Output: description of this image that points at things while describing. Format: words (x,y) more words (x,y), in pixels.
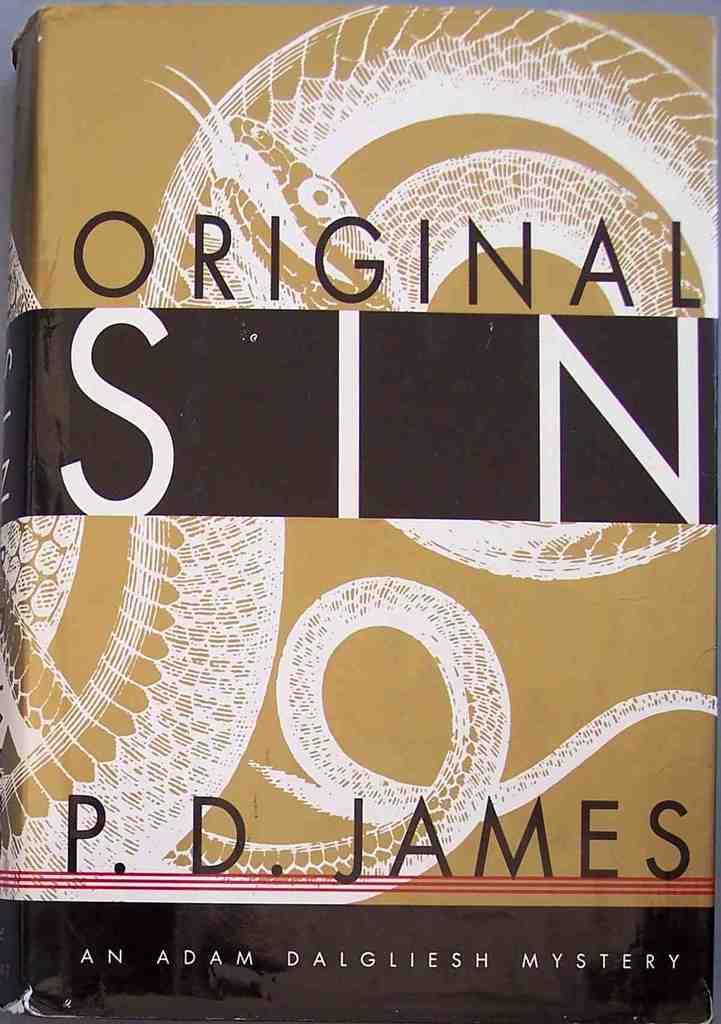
In this picture we can see a book (332,452) and on the book (259,612) it is written as " Original Sin" and P. D. James.
